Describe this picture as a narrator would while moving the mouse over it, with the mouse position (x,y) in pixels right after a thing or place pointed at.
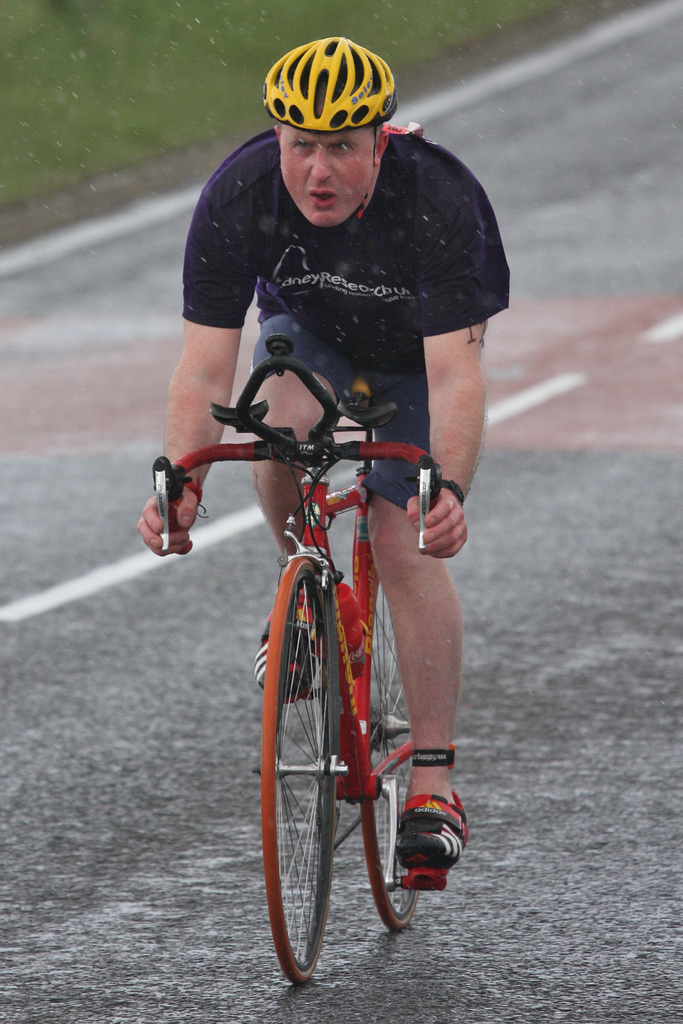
In the picture there is a person (405,509) riding bicycle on the road (97,299), he is wearing a helmet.
